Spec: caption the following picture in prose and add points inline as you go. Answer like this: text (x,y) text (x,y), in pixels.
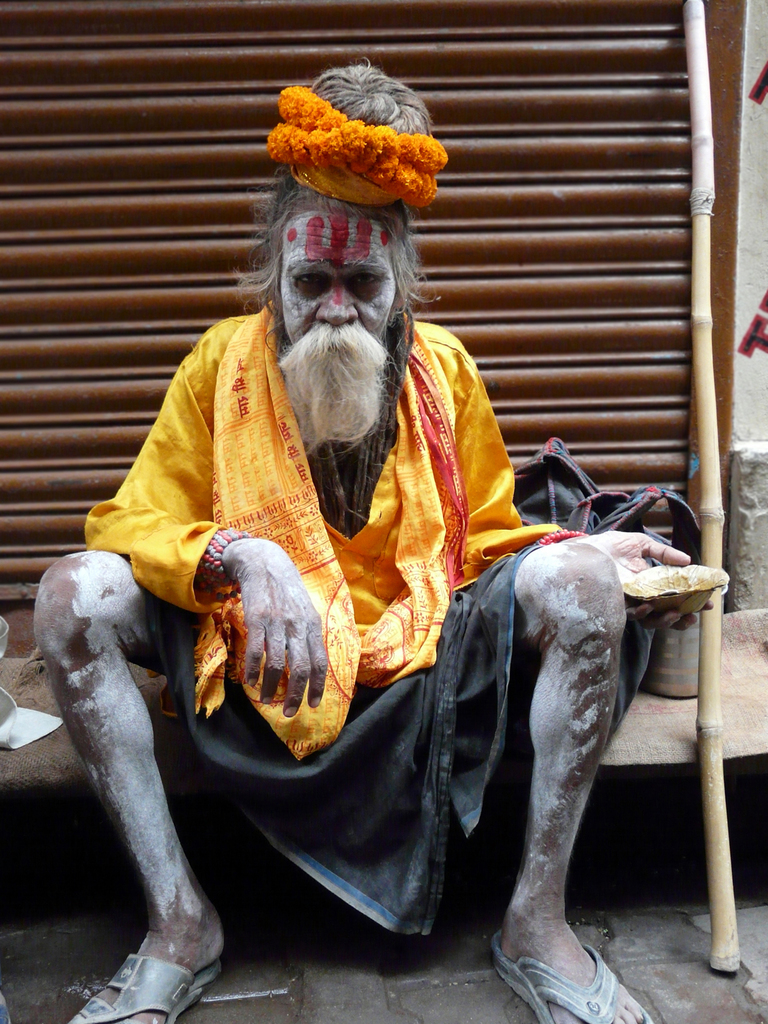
In this image I can see the person (344,604) is wearing yellow and black color dress (345,596) and holding something. I can see few objects (674,638), stick (686,7) and the brown color shutter (569,201).
